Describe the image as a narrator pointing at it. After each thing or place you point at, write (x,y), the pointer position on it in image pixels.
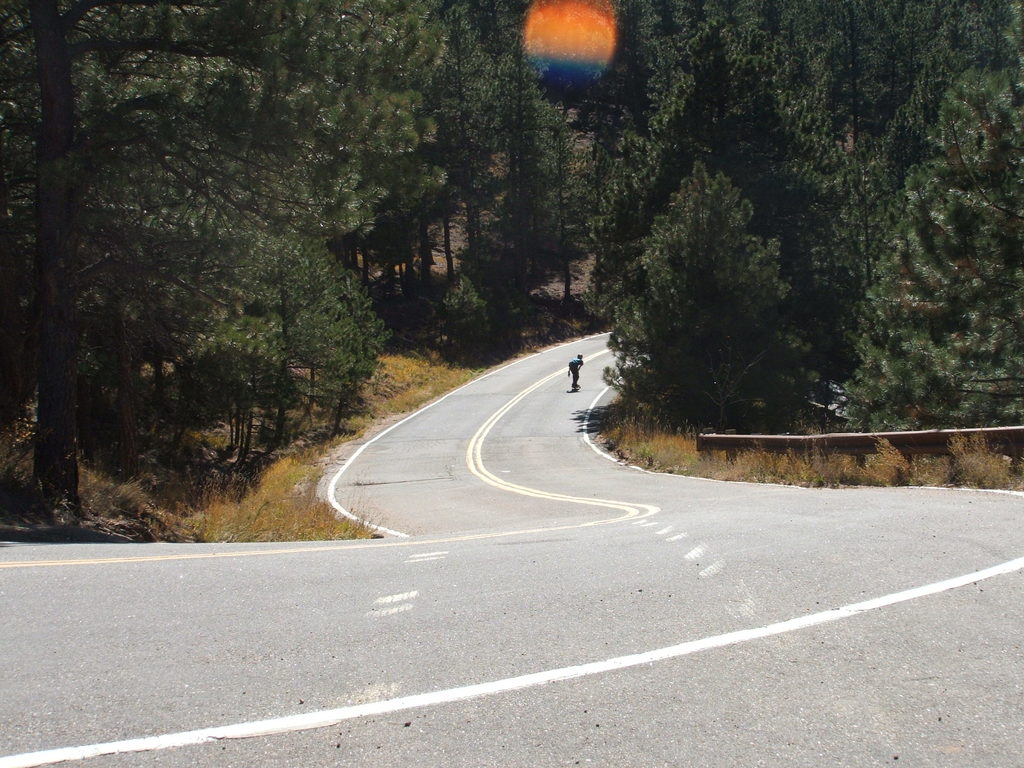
In this picture we can see the view of the road (487,502) in the middle of the image (463,387). On both the side there are some trees (233,306). In the background (584,360) there is a boy (570,370) doing skating on the road (372,547).
